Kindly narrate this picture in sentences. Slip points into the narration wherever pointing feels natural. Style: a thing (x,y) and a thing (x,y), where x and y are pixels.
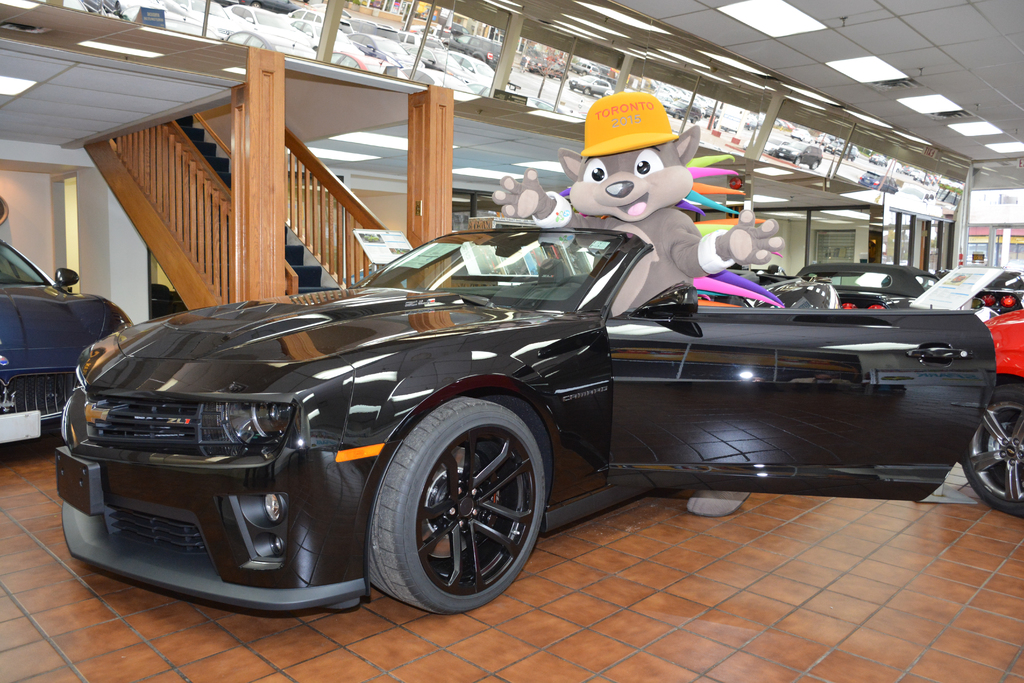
In this picture we can see few cars (483,447) are on the surface (688,548), side we can see staircases (314,282) and we can see boards (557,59) to the wall (77,153).
